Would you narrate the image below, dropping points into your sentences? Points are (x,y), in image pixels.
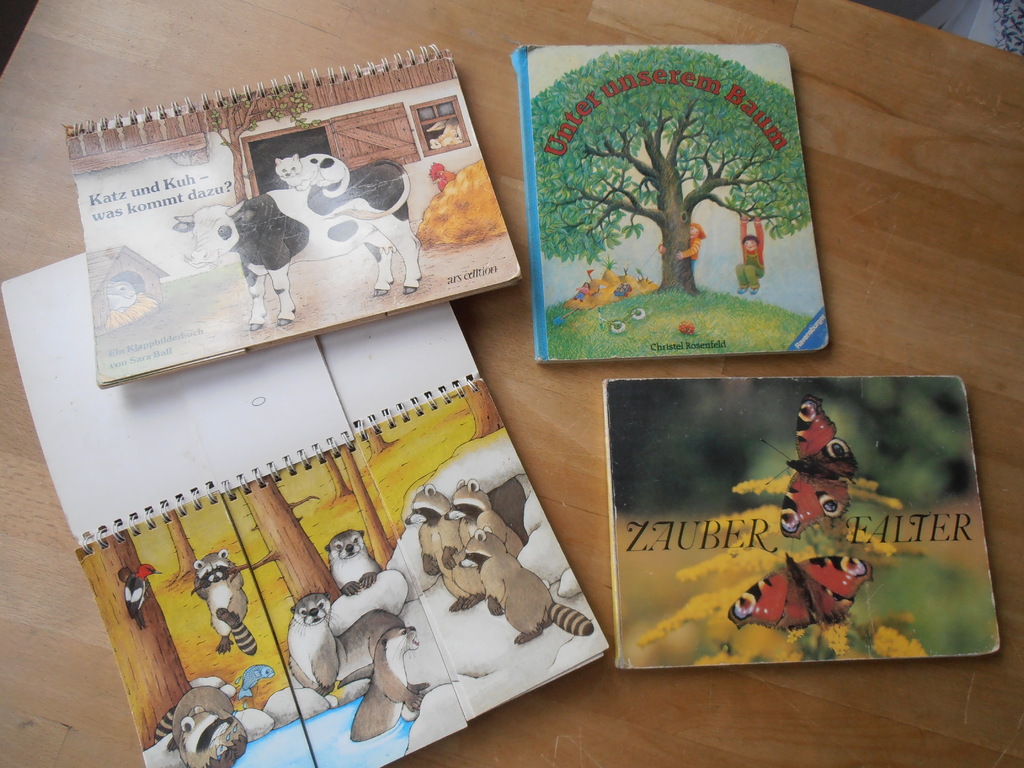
In the picture I can see the books (735,188) on the wooden table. I can see the painting (793,430) of butterflies (842,614) on the cover photo (896,503) of a book (897,495). I can see the painting (440,552) of animals (340,215) on the cover photo (318,218) of a book (318,218).
